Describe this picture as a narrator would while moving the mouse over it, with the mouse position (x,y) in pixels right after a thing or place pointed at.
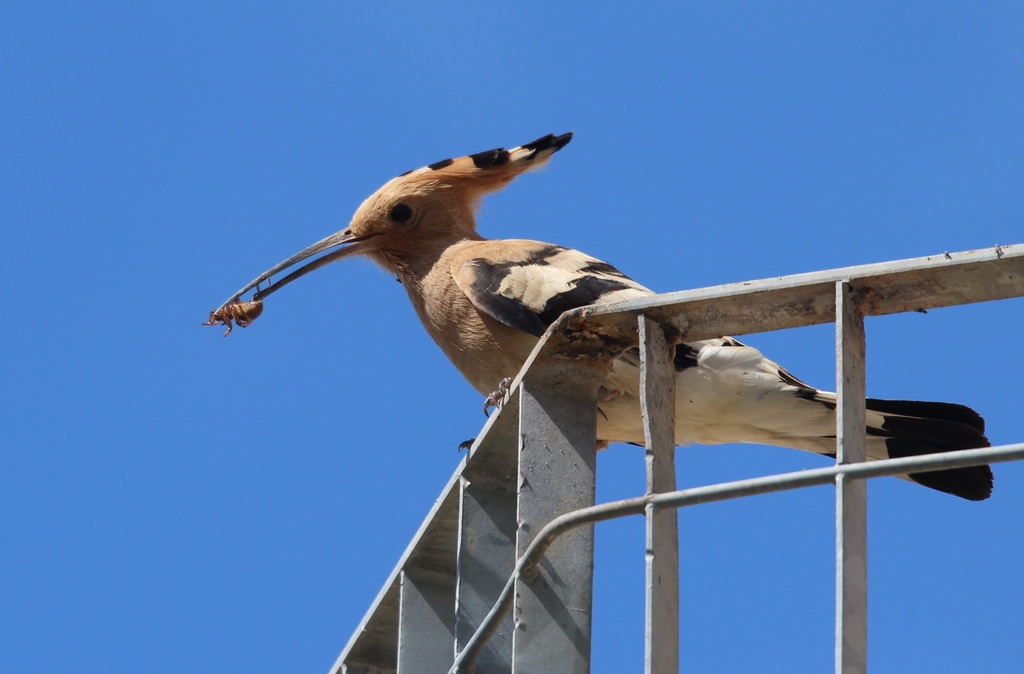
In this image, I can see a bird (568,308) on an iron grille (557,434) and holding an insect (244,319). In the background (188,338), there is the sky (551,120).
